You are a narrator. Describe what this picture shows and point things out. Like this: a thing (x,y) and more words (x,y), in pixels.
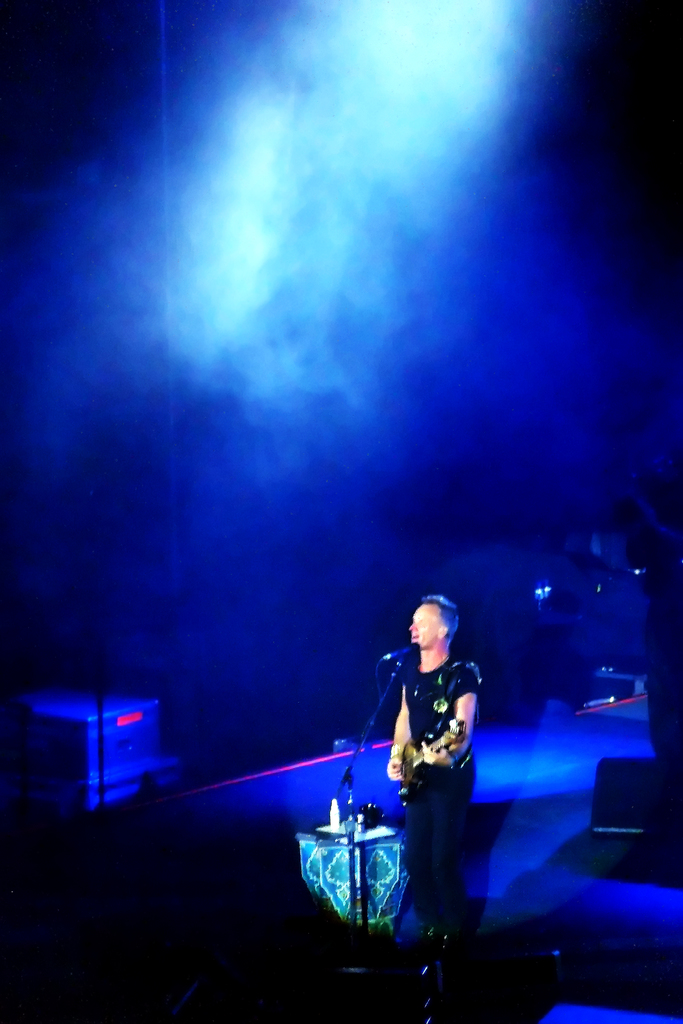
In this picture we can see a man (424,833) holding a guitar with his hands (436,746) and singing on mic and in the background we can see some objects (114,737).
